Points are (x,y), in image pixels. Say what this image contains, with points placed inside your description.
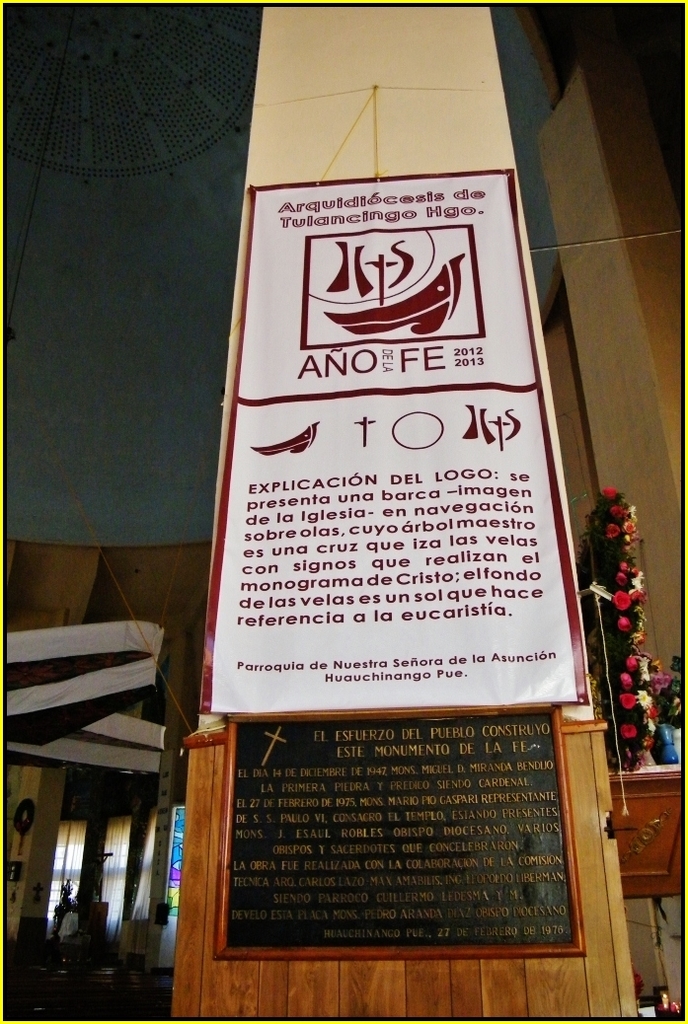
In this image we can see there is a wall (409,166) with a banner (494,612). And there is a table (663,777), on the table (618,795) there is a flower bouquet (636,752), paper (662,767) and some objects (660,732). And at the side there are few objects (125,980).
